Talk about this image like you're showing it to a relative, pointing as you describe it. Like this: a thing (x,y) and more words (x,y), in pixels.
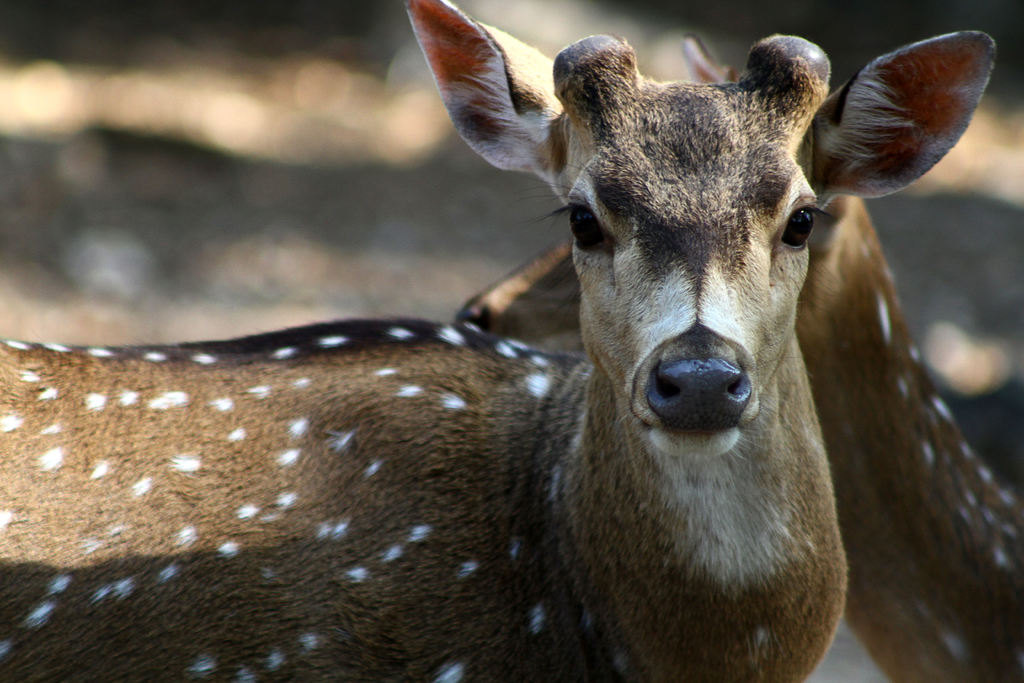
In this picture I can observe deer (678,237) in the middle of the picture (504,360). The background (27,234) is blurred.
